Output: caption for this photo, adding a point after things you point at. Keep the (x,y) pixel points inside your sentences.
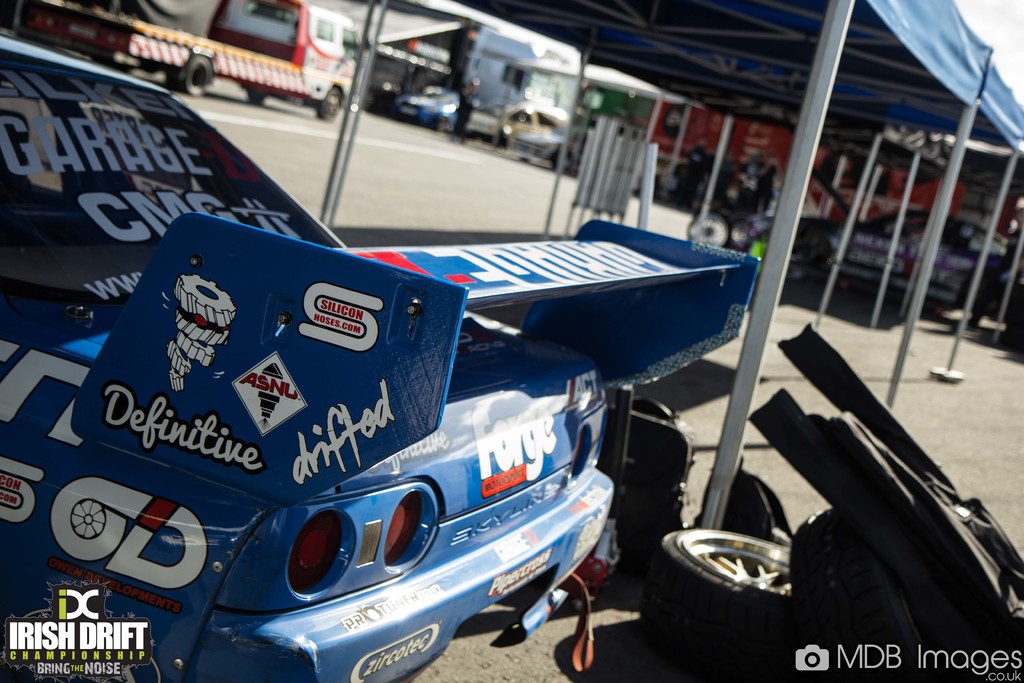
In the image in the center (454,359) we can see one vehicle (171,429), banners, tires (685,624), watermark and logo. In the background (814,54) we can see vehicles (448,89), poles (808,164), tent (936,56), building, few people (462,102) were standing and few other objects (909,441).
